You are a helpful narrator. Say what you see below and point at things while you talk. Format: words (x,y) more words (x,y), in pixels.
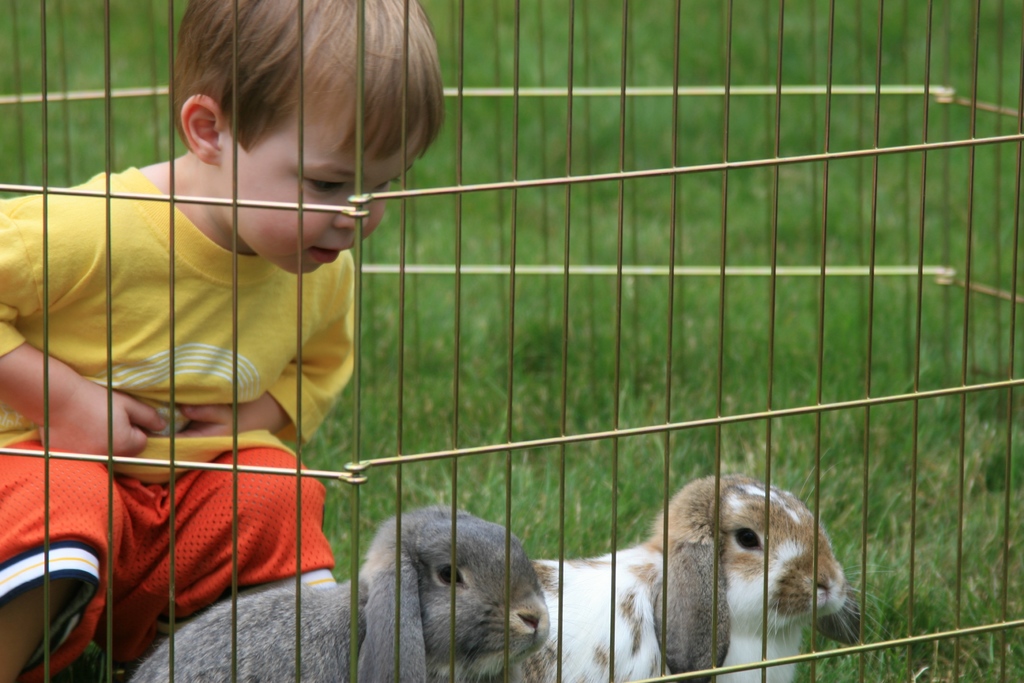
In this image on the left (180,476) there is a boy (231,301), he wears a t shirt (190,334), trouser (204,530). At the bottom (612,610) there is a pen (560,625) inside that there are two rabbits (635,576). In the background (585,316) there is grass (626,281).
